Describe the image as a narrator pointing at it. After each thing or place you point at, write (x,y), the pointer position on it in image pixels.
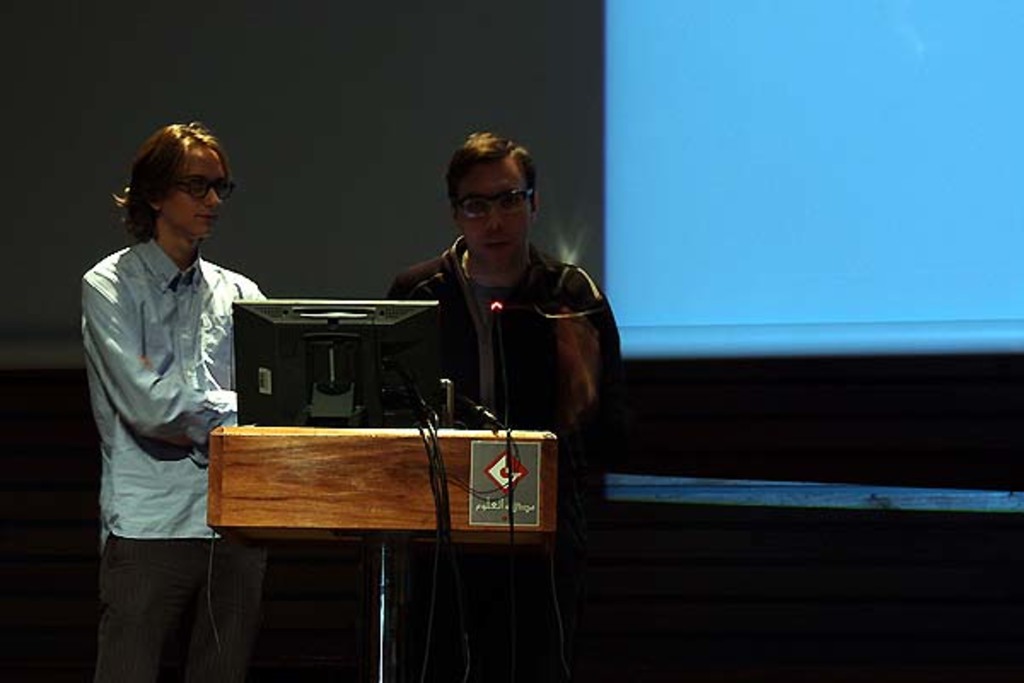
In this picture I can see two people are standing in front of a podium (457,521). Here I can see monitor (378,359) and wires (444,471). In the background (623,238) I can see a projector screen (685,190). These people (577,347) are wearing spectacles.
